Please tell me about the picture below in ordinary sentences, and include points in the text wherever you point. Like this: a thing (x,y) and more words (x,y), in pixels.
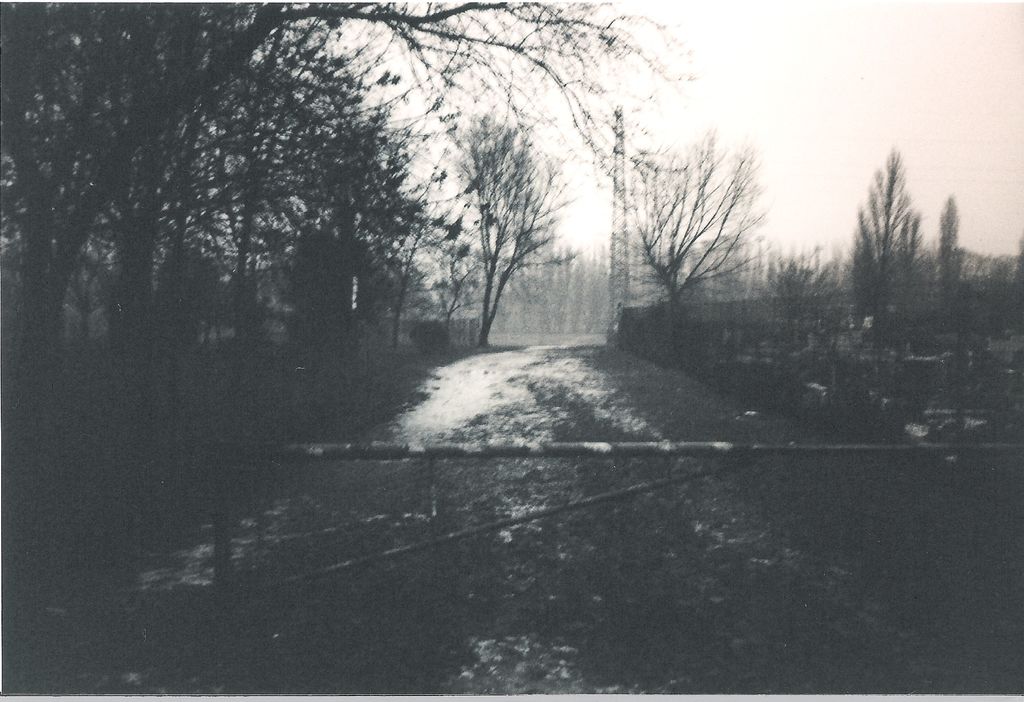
In this image we can see road (489,371), trees (122,308), fencing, tower (613,266). In the background (688,102) there is a sky (690,92).
